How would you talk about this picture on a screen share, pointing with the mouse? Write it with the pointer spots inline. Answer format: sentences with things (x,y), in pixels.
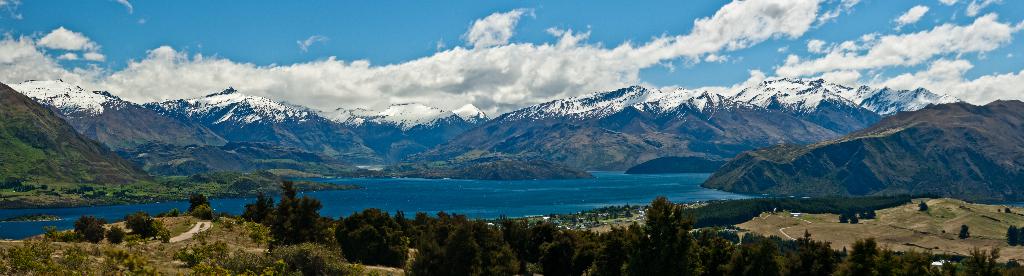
In this picture I can see there are some mountains (402,163) and there is a river (425,194) here and there are some trees (574,240) and the sky (665,64) is cloudy.
